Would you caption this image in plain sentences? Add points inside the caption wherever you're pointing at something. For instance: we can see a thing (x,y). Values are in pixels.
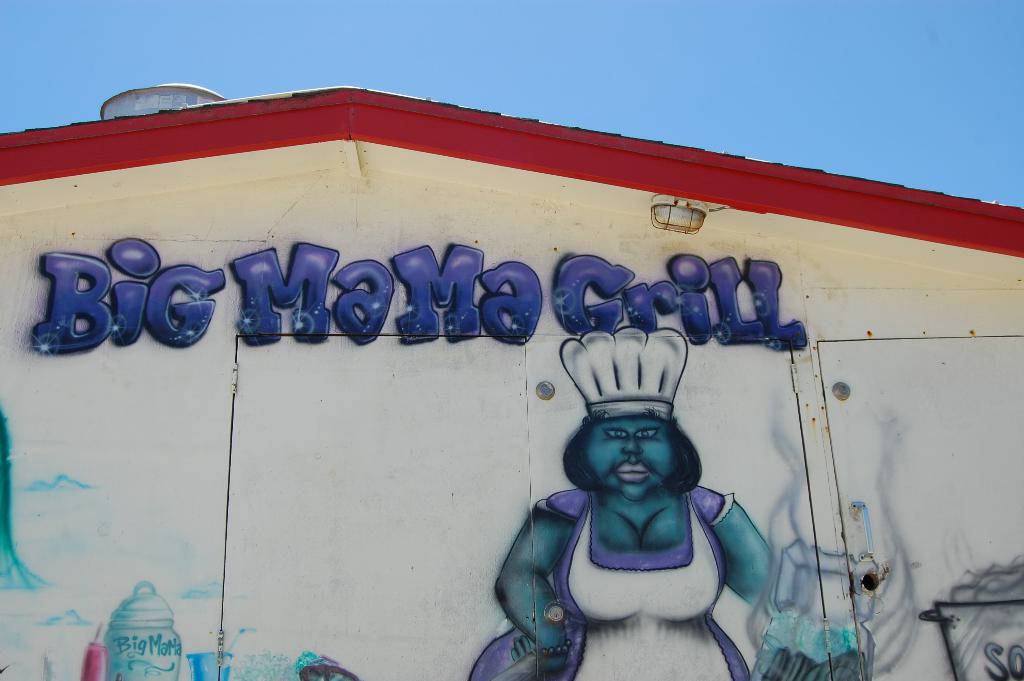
In this image there is a drawing (661,435) on the wall (547,356) with some text (299,300) written on it.
